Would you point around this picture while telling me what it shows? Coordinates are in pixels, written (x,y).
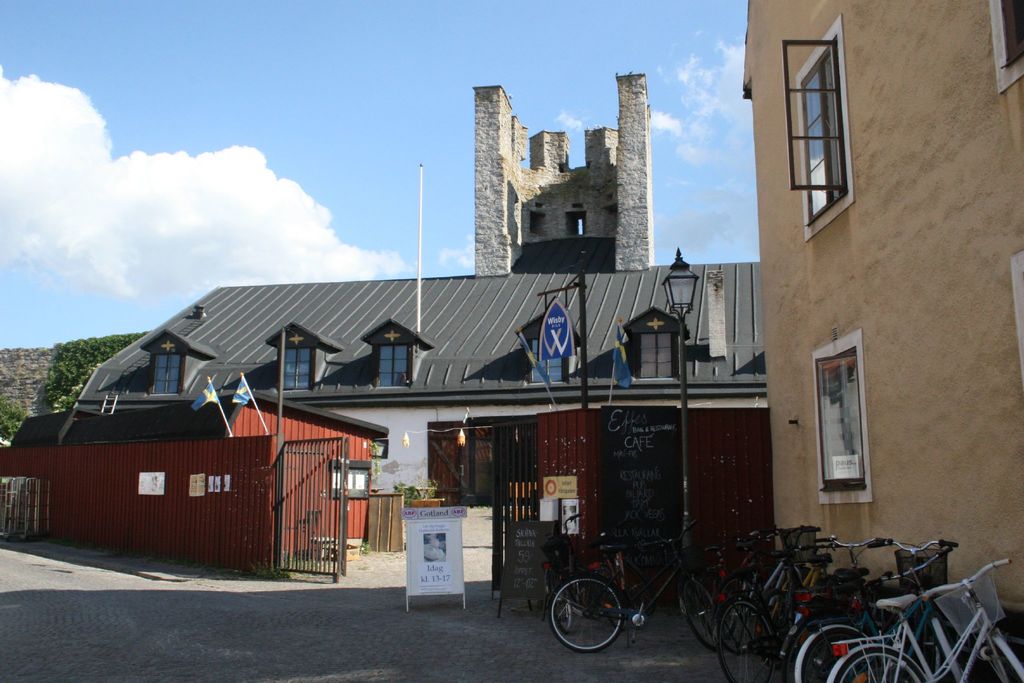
In this image I can see few buildings (508,413) and on the right side of this image (1014,662) I can see number of bicycles (732,587). In the centre (676,411) I can see iron gates (343,466), few boards (449,517), a light (674,291), few poles (680,368), a flag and on these boards (515,533) I can see something is written. On the left side (12,426) I can see few plants (76,375) and in the background (398,184) I can see clouds (93,130) and the sky (248,129).
